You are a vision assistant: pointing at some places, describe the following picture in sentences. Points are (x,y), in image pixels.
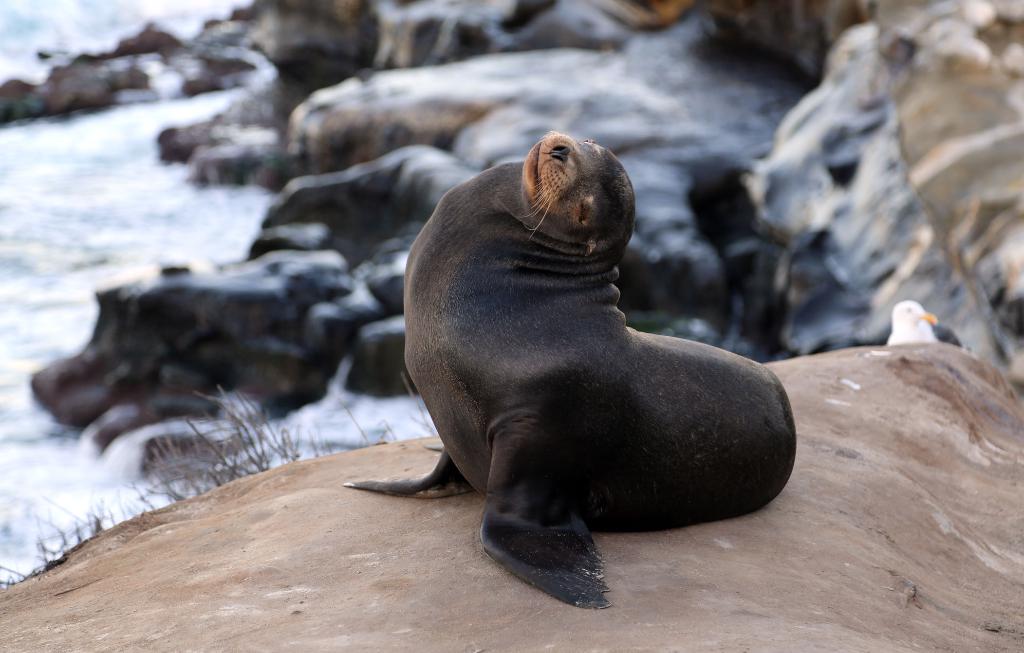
In this image in front (587,352) there is a sea lion (508,417). In the background (256,302) there are rocks (170,356) and water (144,212).
